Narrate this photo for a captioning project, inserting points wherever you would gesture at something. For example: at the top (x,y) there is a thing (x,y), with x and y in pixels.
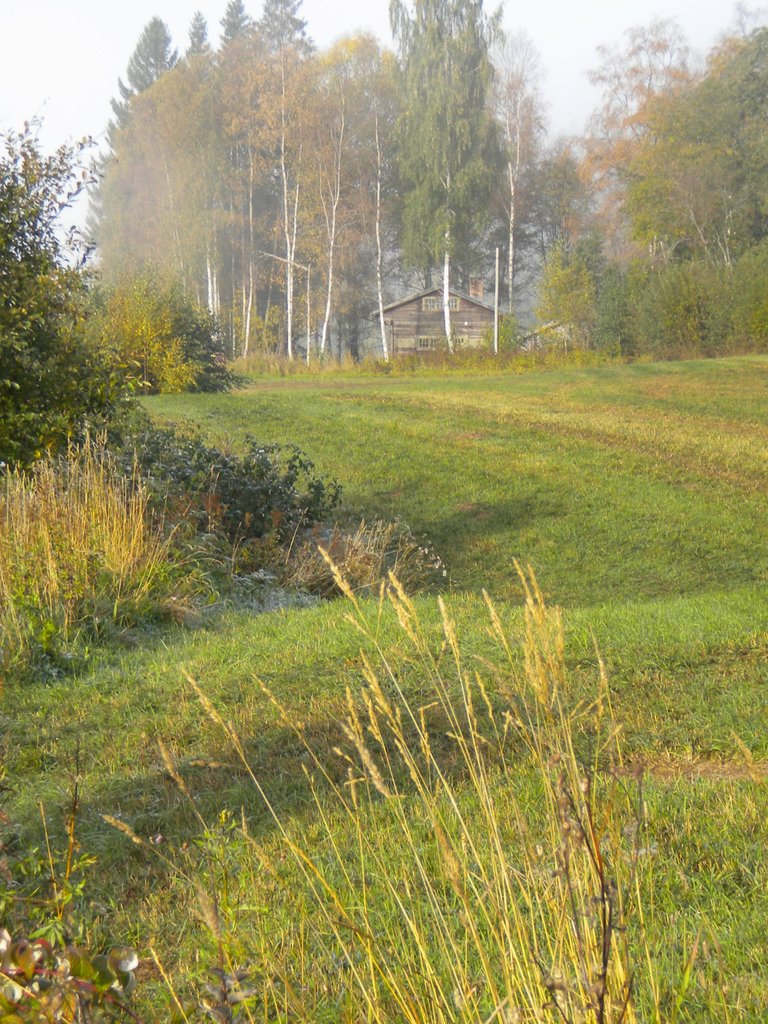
These are trees (472,202) and grass (517,623), this is house (435,351) and a sky (64,77).
